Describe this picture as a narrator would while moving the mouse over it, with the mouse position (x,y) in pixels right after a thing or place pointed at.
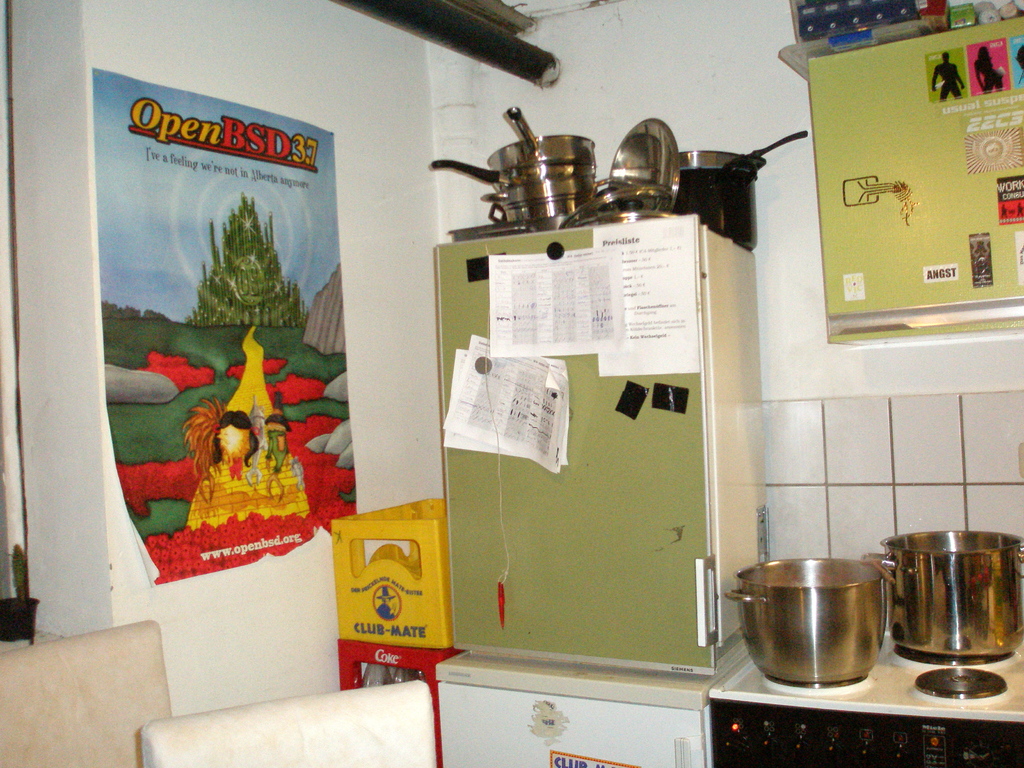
In the picture i can see a refrigerator (516,571) to which some papers (469,374) are attached and utensils (585,188) are placed on top, on right side of the picture (919,588) i can see some utensils (800,581) placed on stove (840,759) and on left side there are some crates (399,653), there is a wall (132,3) to which poster (148,274) is attached.
